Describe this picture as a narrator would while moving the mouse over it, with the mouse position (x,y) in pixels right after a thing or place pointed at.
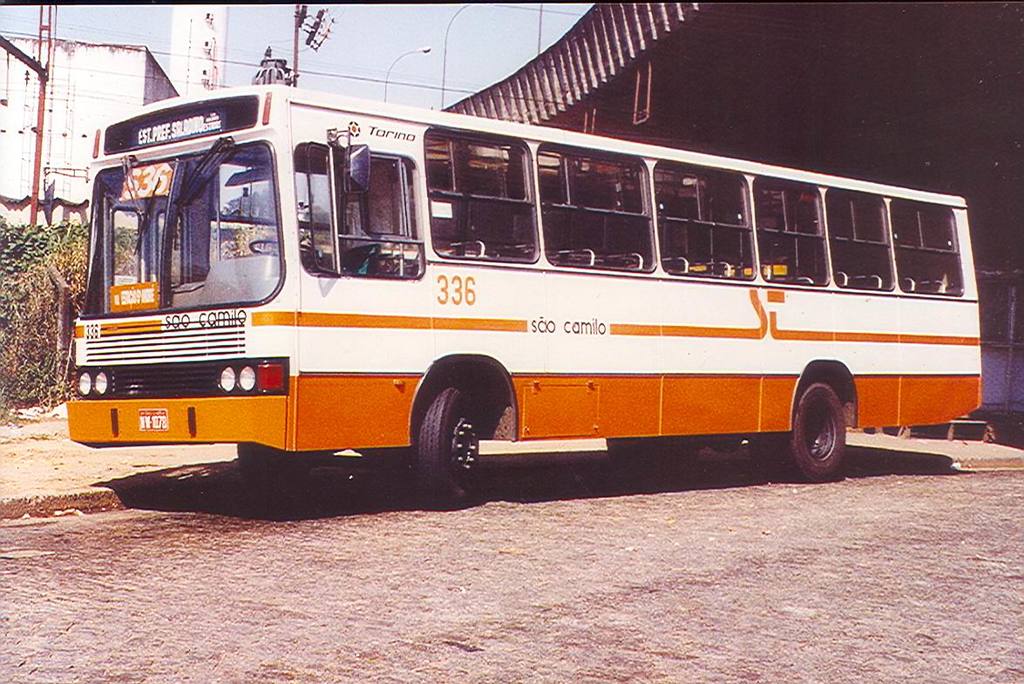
There is a bus (924,323) in white and orange color combination having windows (610,210) on the road (596,508). In the background (473,79), there are poles (388,76), a building (78,122), a tower (214,35), a shelter (651,20) and there is sky (362,10).
